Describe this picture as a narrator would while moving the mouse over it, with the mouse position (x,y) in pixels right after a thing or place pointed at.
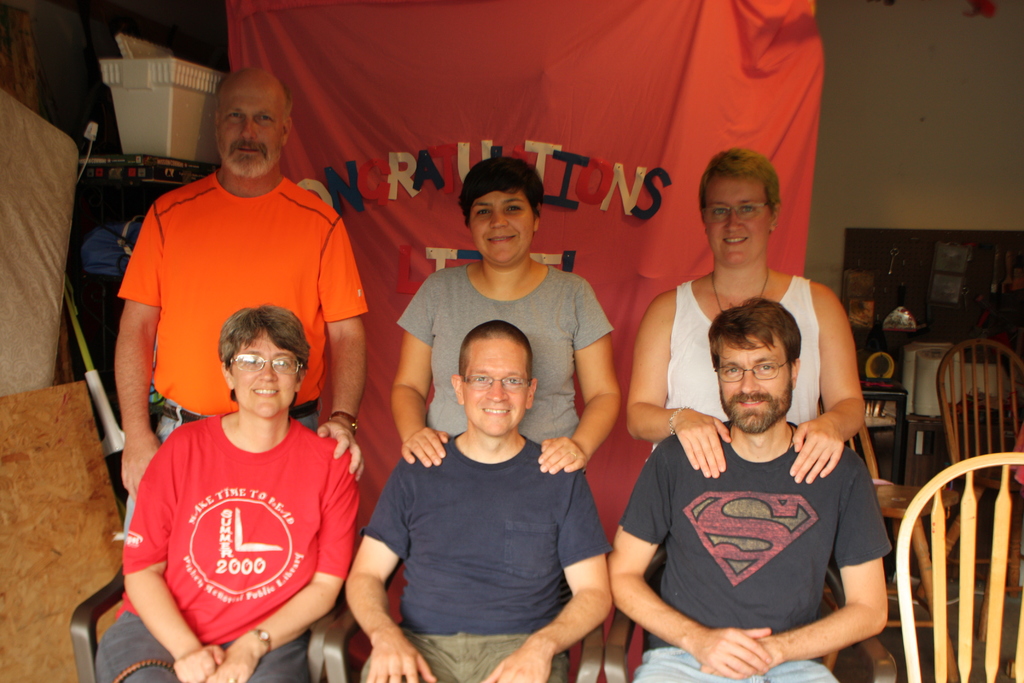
In this image I can see three people (395,471) are sitting and three people (479,250) are standing. At the back (562,66) there is a red banner (595,89) and some name (429,172) is written on it. At the left (83,219) some objects (54,253) are there. And at the right (911,148) there are some chairs (954,447) and the wall (899,139).
